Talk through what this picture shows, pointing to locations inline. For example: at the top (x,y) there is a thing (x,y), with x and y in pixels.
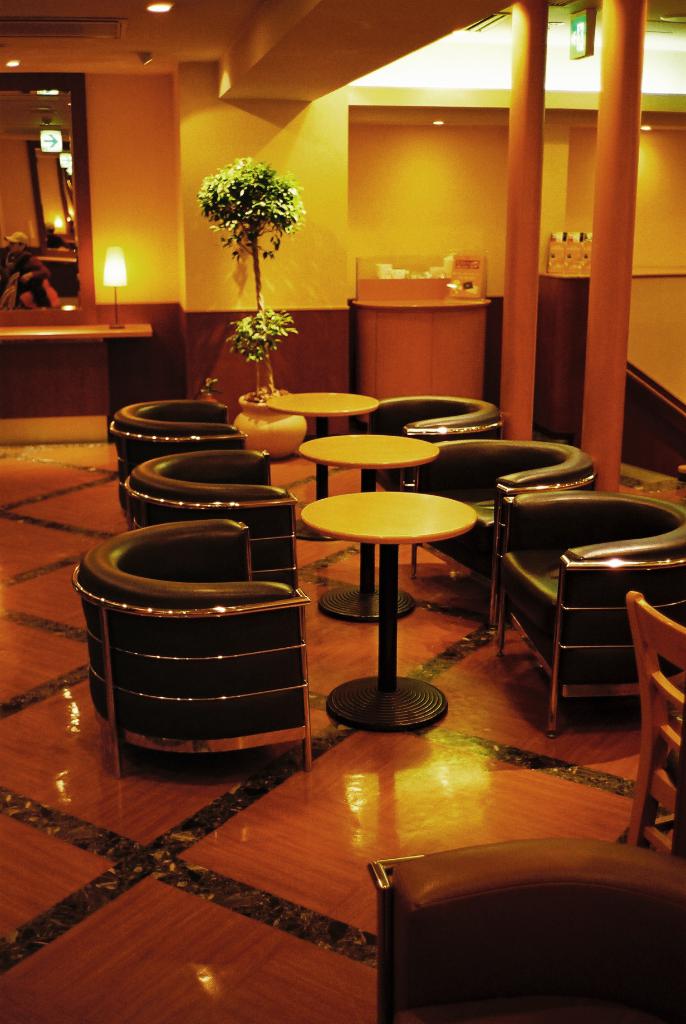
In the picture we can see three round tables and six chairs (484,511) and behind it we can see a plant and beside it we can see a desk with lamp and on the other desk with a box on it and beside it we can see two pillars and to the ceiling (128,20) we can see light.
